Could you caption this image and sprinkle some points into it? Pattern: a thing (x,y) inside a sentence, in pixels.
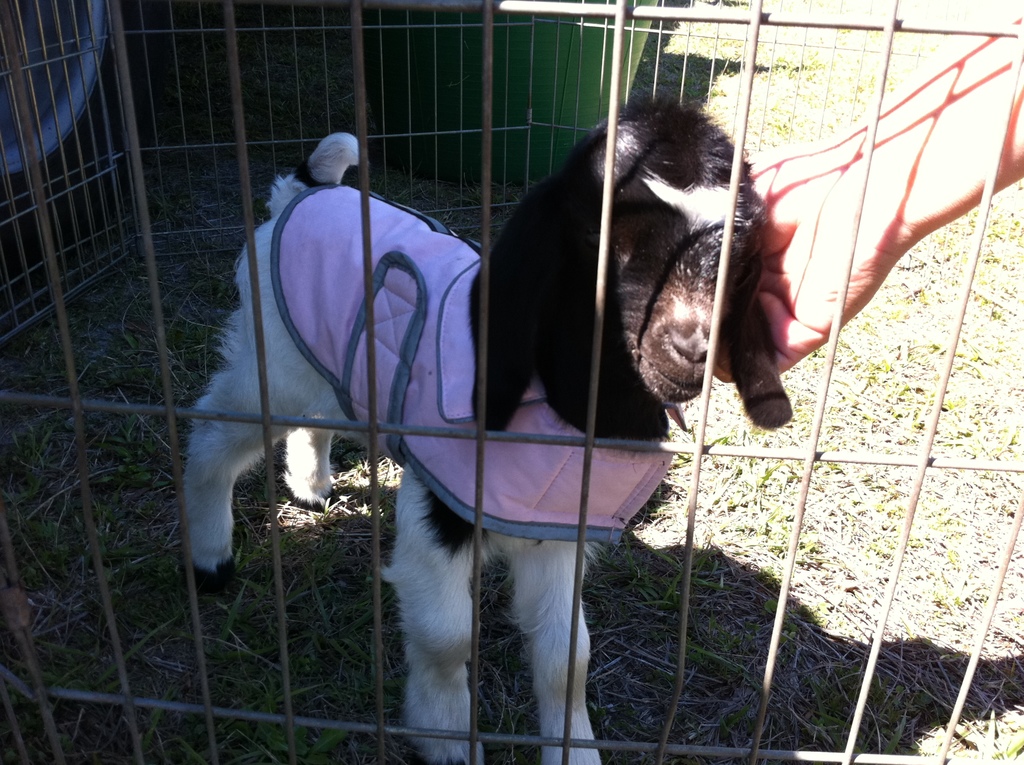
In this image I can see a cage (238,63) and in it I can see a black and white colour goat (554,567) is standing. On the right side of this image (828,214) I can see hand (769,197) of a person (1013,122) and on the top of this image (434,174) I can see a green colour thing (564,33).
